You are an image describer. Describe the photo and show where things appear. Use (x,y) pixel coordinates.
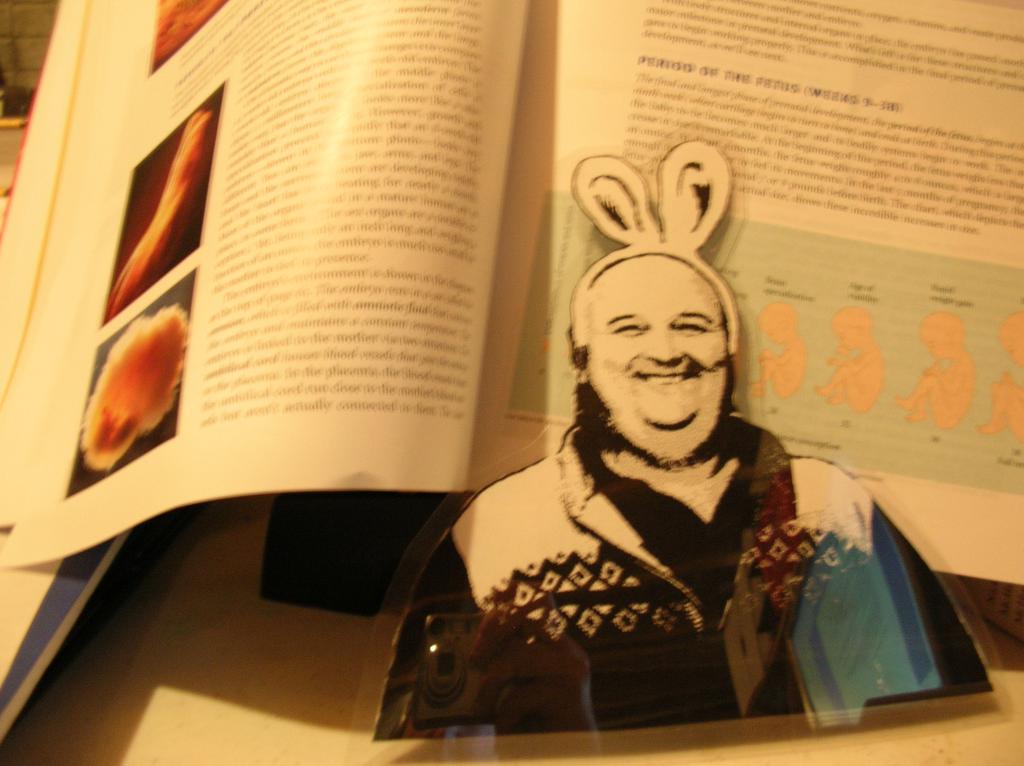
In this image we can see a book (351,300) and a picture (686,376) of a man (647,528) placed on the table (221,602).
